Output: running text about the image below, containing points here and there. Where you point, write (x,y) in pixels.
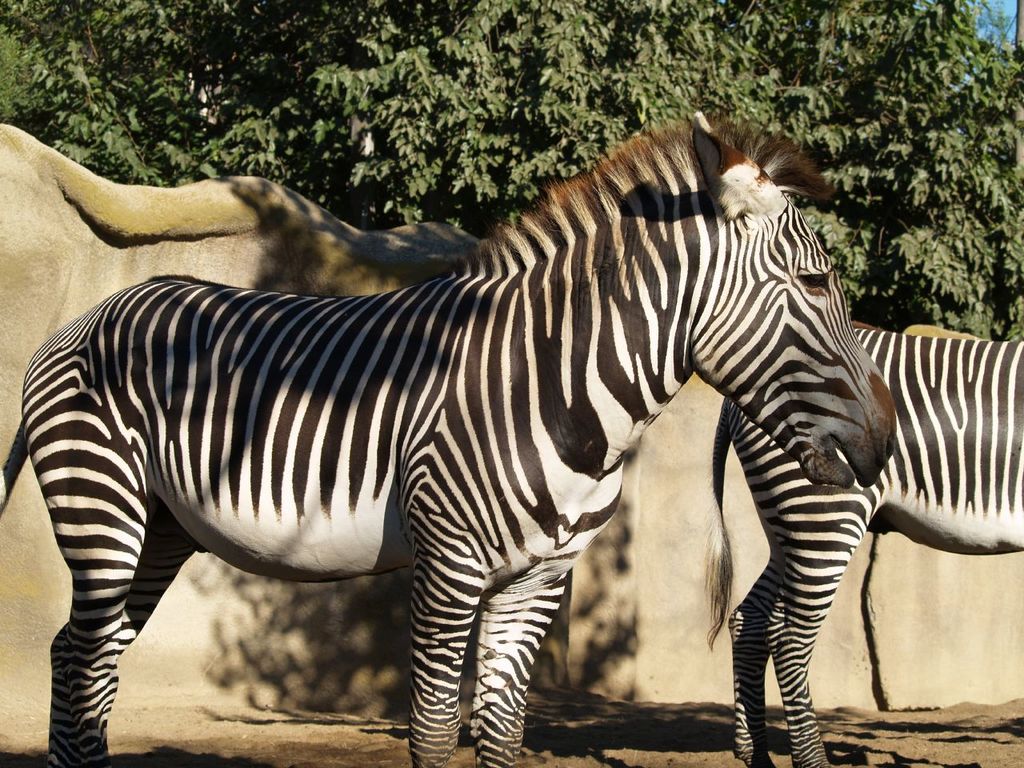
In the center of the image (463,372) we can see two zebras (519,429). In the background of the image (362,246) we can see wall (350,252), trees (624,129). At the bottom of the image (628,711) there is a ground (676,720). At the top right corner (1005,17) we can see the sky (1008,30).
